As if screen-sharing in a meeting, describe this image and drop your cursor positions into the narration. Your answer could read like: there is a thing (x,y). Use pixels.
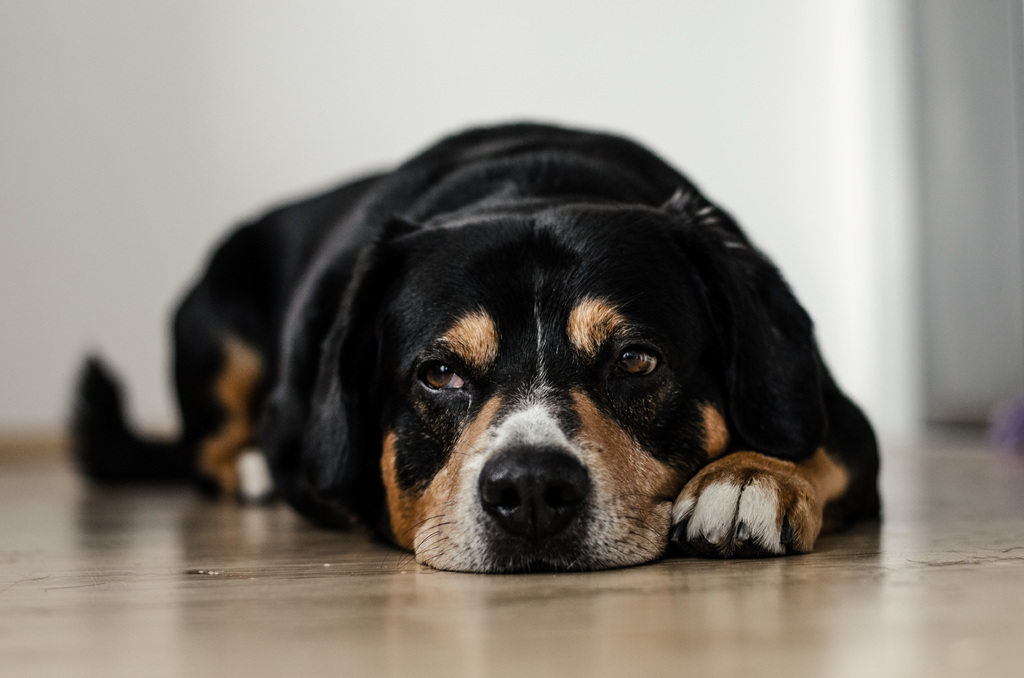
In this image we can see a dog (539,411) on the floor (635,575) and in the background (820,58), we can see the wall (143,156).
